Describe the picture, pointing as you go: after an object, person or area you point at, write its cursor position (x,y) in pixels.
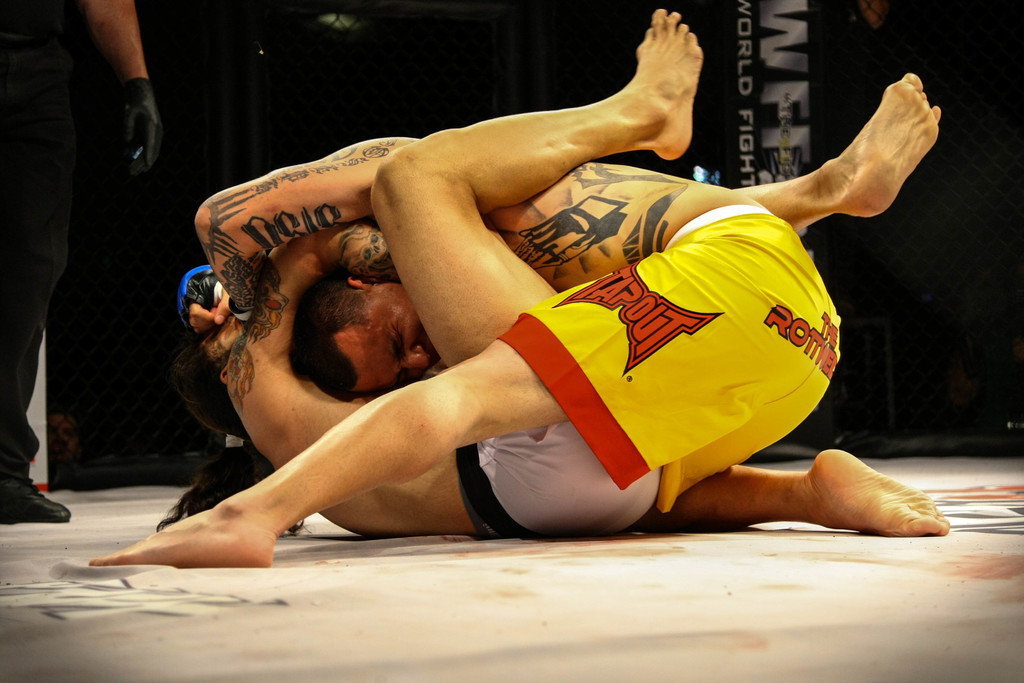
In the foreground of this image (496,436), there are two men (589,227) wrestling on the white surface (400,622). On the left (52,174), there is a man (38,204) standing. In the background (794,58), there is some text (796,65) in the dark.
